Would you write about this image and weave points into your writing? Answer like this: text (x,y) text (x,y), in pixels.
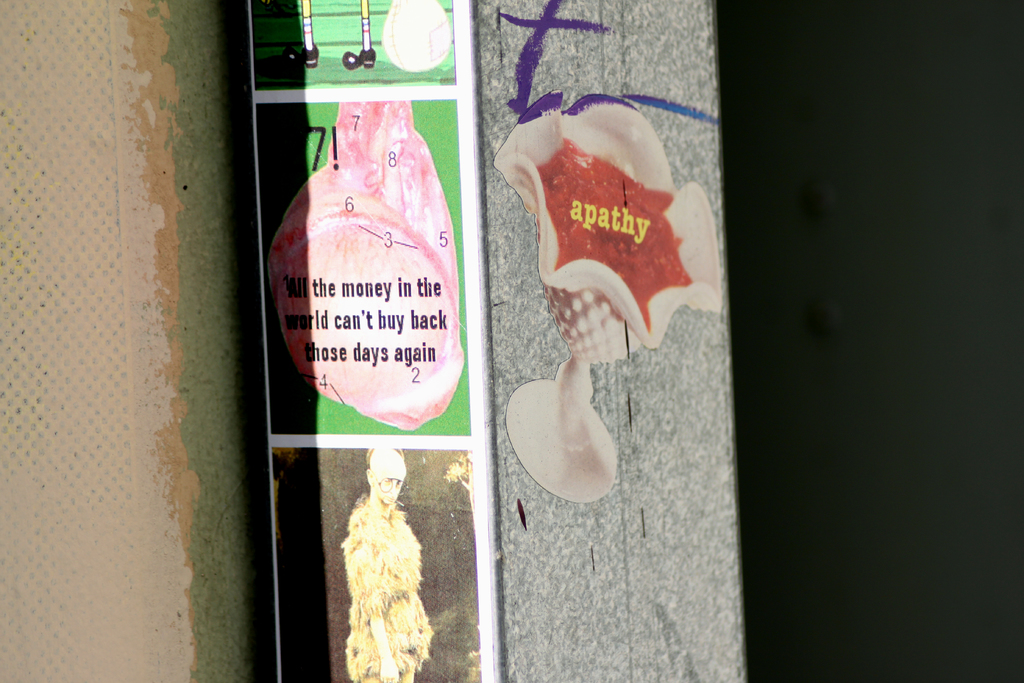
This picture shows few posters (530,427) on the wall (584,94).
